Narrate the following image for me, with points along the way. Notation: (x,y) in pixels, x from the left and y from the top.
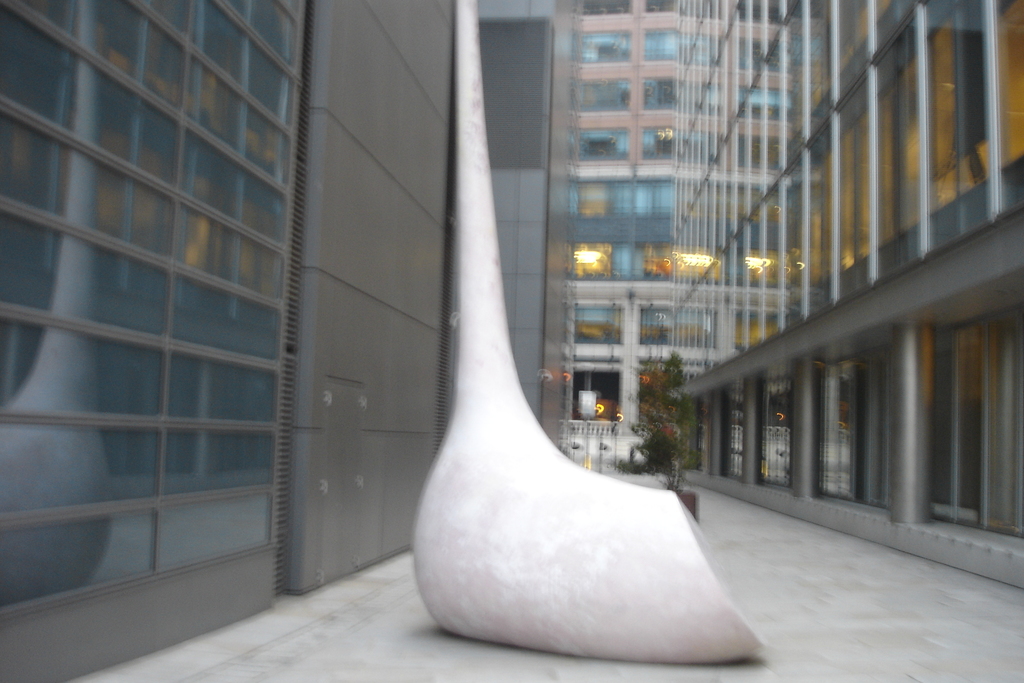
We can see white object (427,485). In the background (420,307) it is blurry and we can see buildings (693,262) and plant (671,467).
